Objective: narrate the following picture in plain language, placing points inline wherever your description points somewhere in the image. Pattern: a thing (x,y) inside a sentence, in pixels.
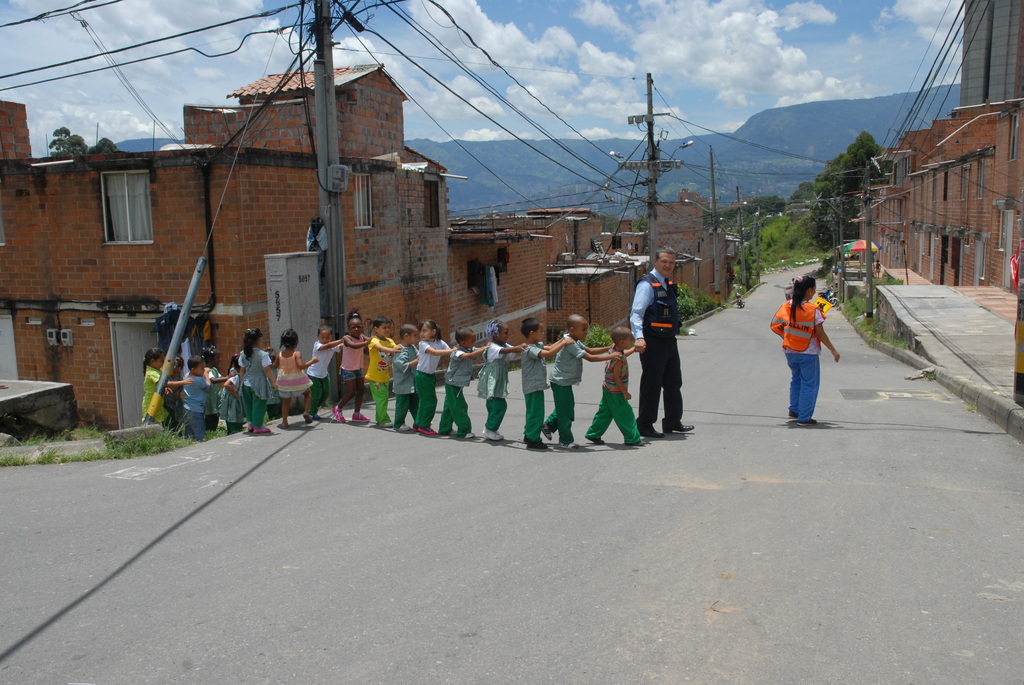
In this picture I can observe some children (407,368) crossing the road (659,403) in a line. There are two members (653,370). One of them is a man (652,340) and the other is a woman (798,351). I can observe some buildings (223,245) on either sides of the road (728,383). There are some poles (325,83) and wires (548,135) in this picture. In the background (801,189) there are trees (841,180), hills (808,138) and a cloudy sky (556,73).
